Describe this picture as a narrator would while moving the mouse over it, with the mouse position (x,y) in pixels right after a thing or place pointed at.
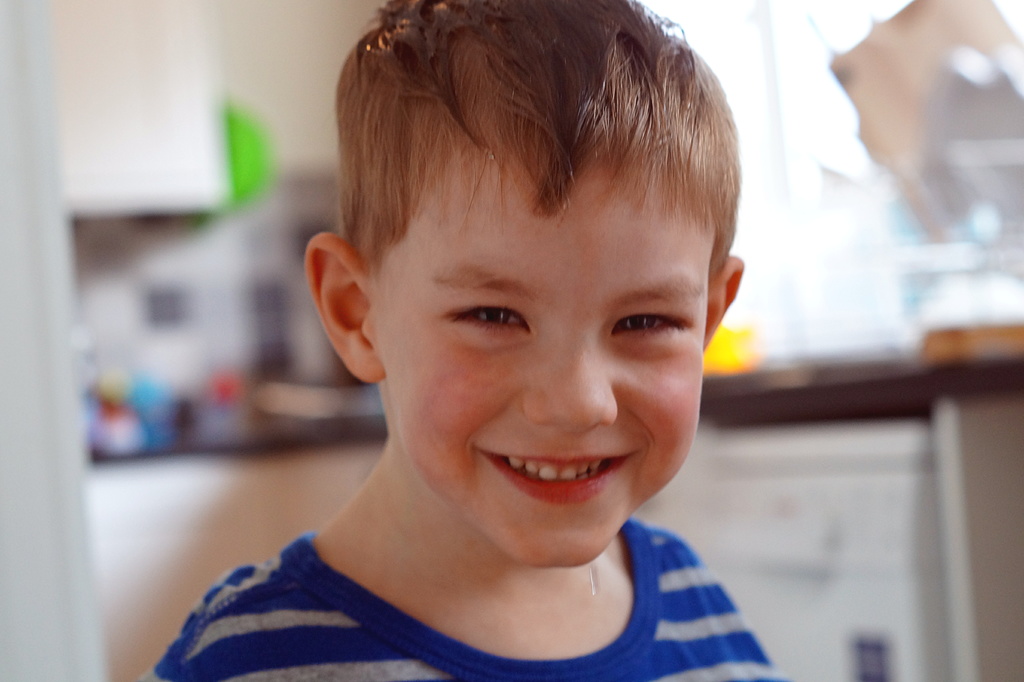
In the image a kid (292,635) is standing and smiling. Behind him there is a table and the background of the image (102,375) is blur.
